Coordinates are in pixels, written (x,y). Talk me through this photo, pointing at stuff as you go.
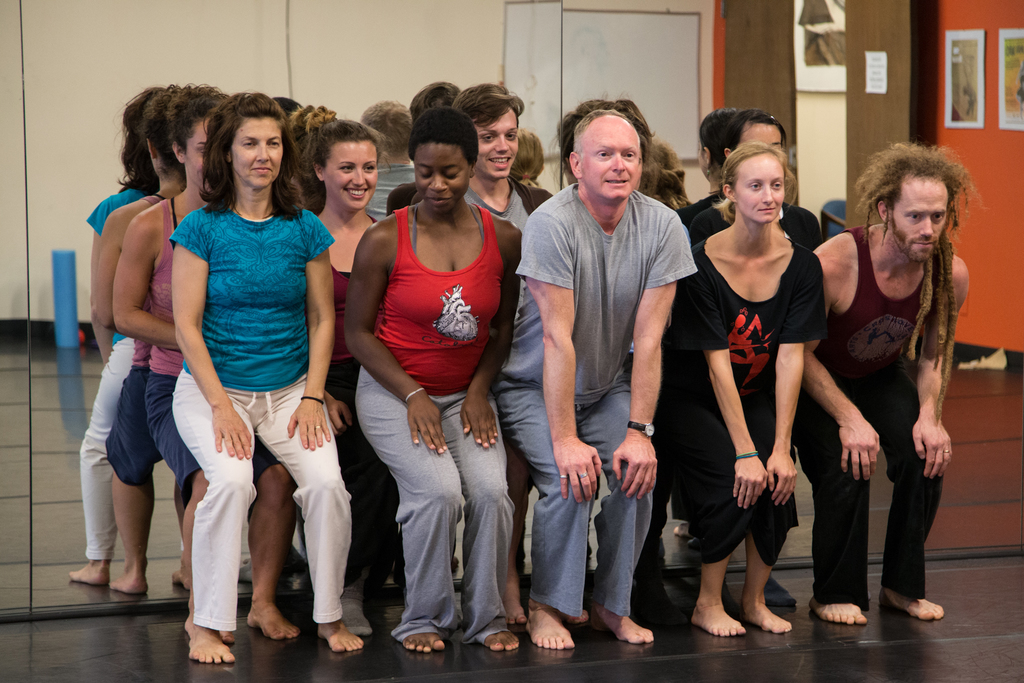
In the foreground of this image (264,96), there are persons (208,111) doing wall chair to the mirror (643,103) and few (507,291) are sitting on them. In the mirror (410,70), we can see the wall (474,23) and few posters (970,83).
